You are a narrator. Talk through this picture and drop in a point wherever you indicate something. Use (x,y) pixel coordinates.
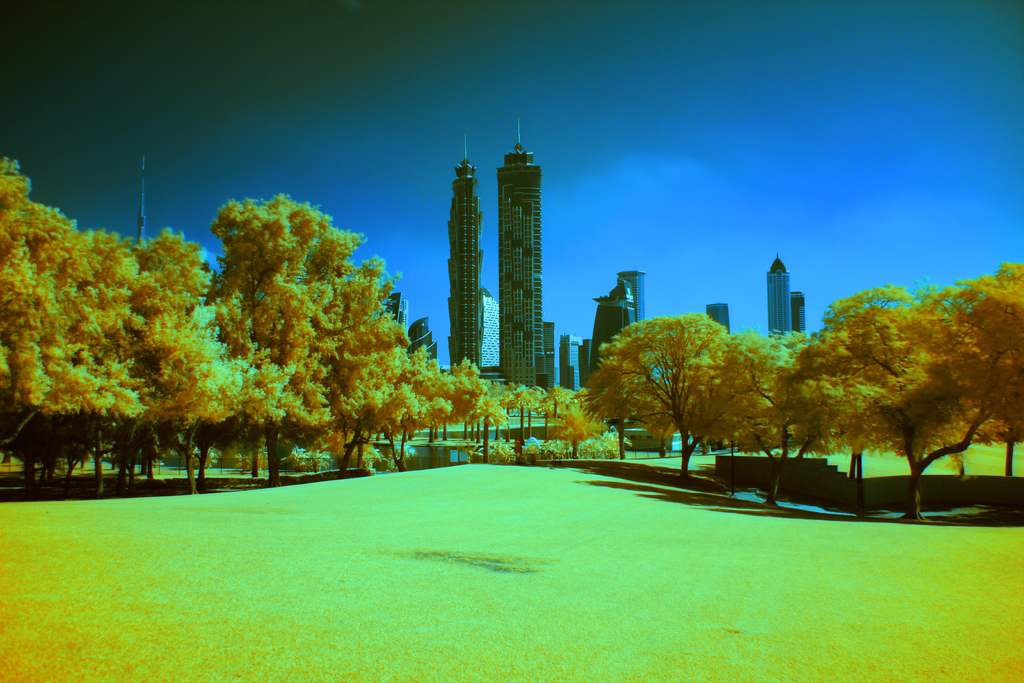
This image is taken outdoors. At the top of the image (696,190) there is the sky (585,123) with clouds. At the bottom of the image (575,601) there is a ground (781,602) with grass (341,544) on it. In the background (529,349) there are many buildings (539,308) and skyscrapers (500,359). In the middle of the image (352,357) there are many trees (200,356) and plants (321,446) with leaves (979,364), stems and branches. This image is an edited image.
